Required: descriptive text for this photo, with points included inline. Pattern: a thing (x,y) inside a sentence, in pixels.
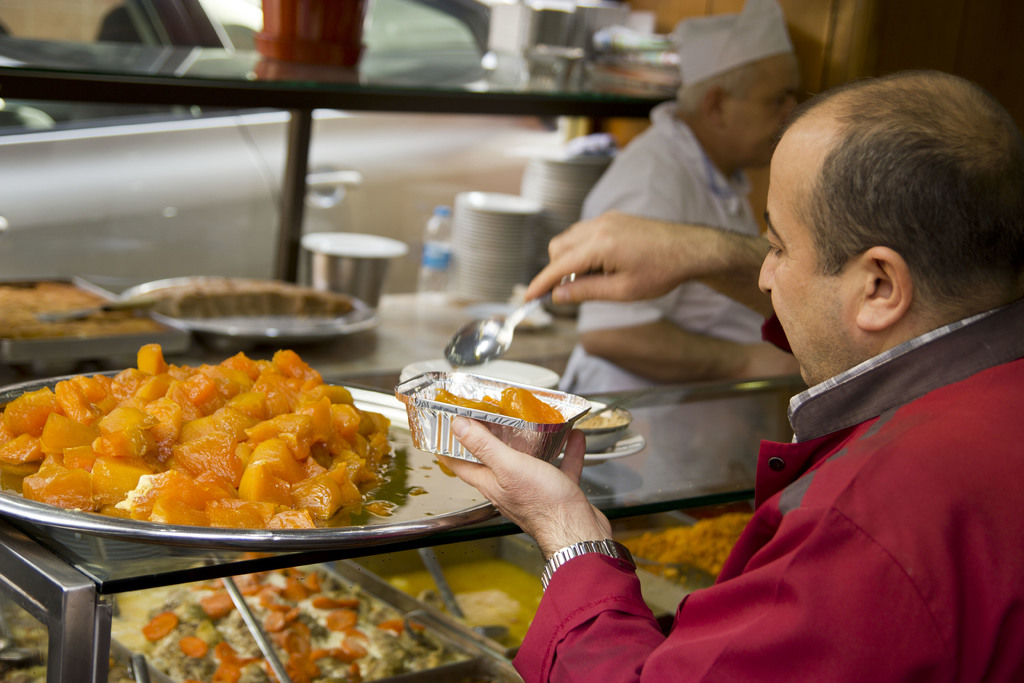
In this image we can see a person (789,523). He is wearing maroon color shirt (825,573) and holding spoon (504,336) and box (491,418) in his hand (497,440). In front of him sweet dish (202,438) is there. Background of the image (707,102) one more man (670,322) is there and one rack (422,319) is there. In rack (455,101), plate (527,199), bottle (442,266) and containers (586,32) are present.
